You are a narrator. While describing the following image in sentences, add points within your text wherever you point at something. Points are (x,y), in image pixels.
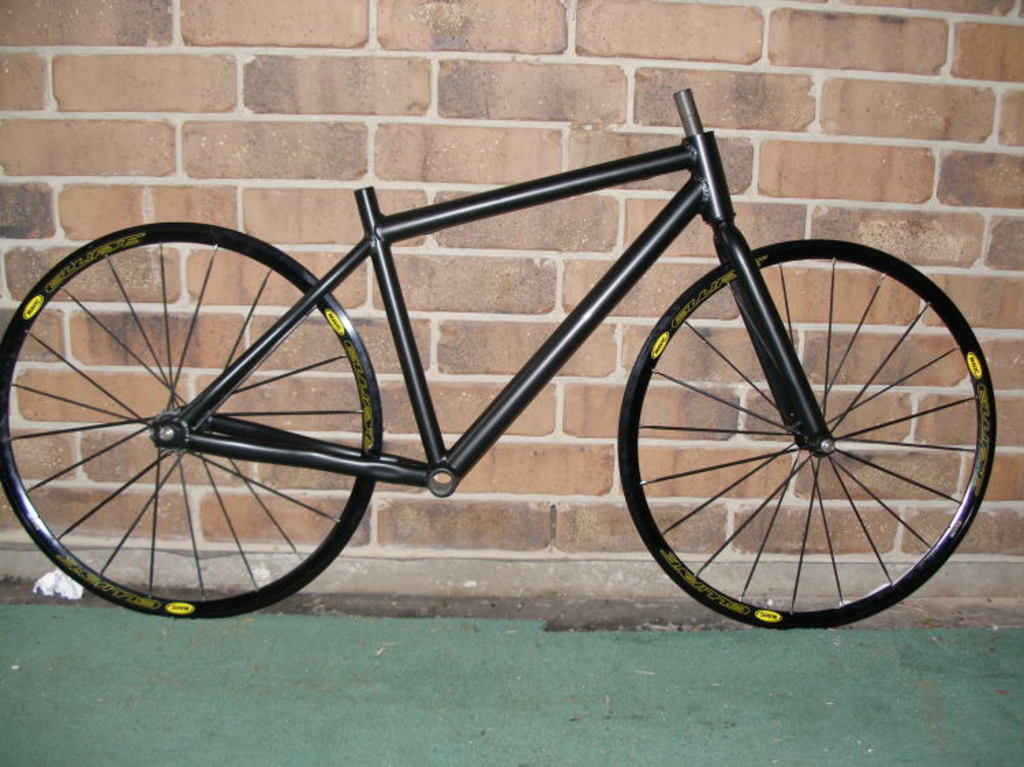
In this image we can see a skeleton of the bike (400,463). There is a wall (772,107) and green carpet floor (777,706).
